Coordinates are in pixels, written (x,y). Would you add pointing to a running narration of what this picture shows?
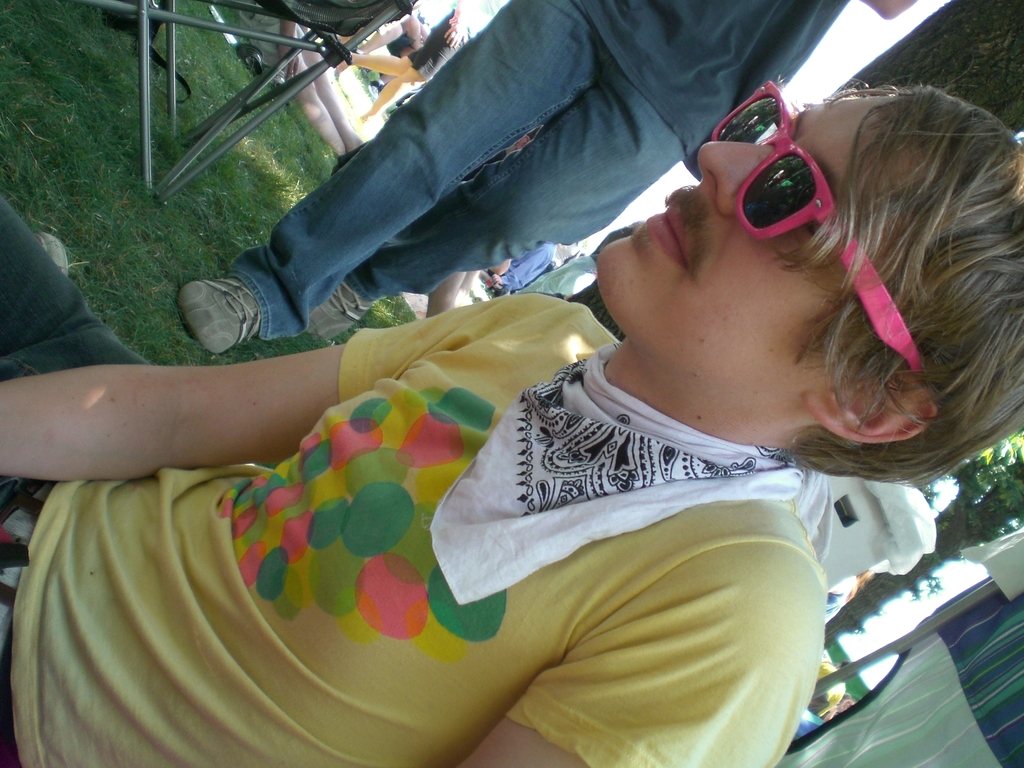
There is a man (236,395) sitting on the grass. In the background (504,192) there are few persons (458,122) walking and few are lying on the ground (302,186), we can also see a chair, trees (961,540), cloth (910,724) and some other objects (847,532).
